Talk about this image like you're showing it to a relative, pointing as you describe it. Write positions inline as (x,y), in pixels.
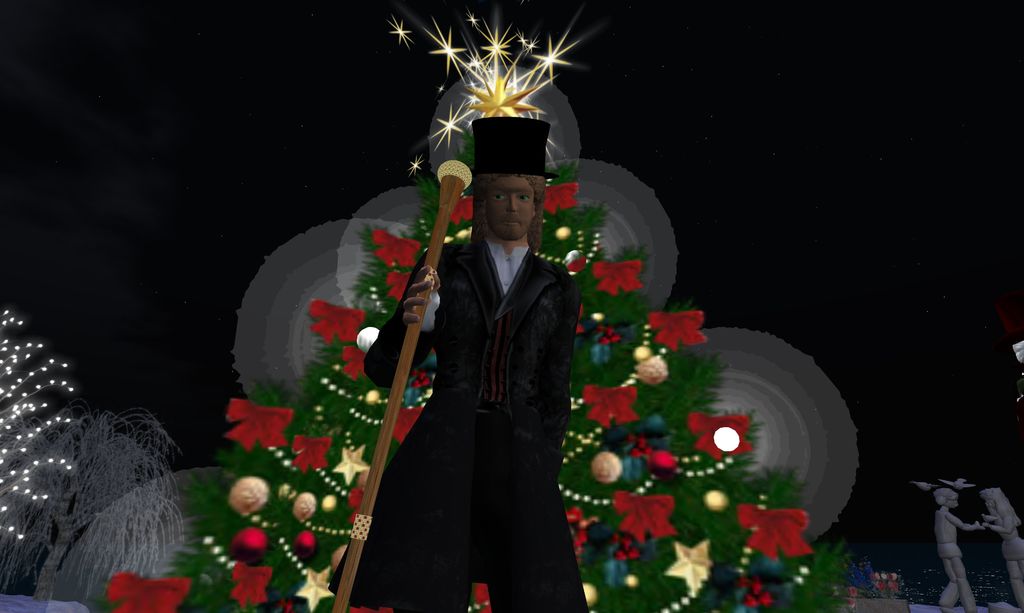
In the image it seems like a sculpture (489,347) of a man (439,341), behind that there is a christmas tree (367,425) and on the right side (957,528) there are two toys (949,554) and there are some edits in the picture.
